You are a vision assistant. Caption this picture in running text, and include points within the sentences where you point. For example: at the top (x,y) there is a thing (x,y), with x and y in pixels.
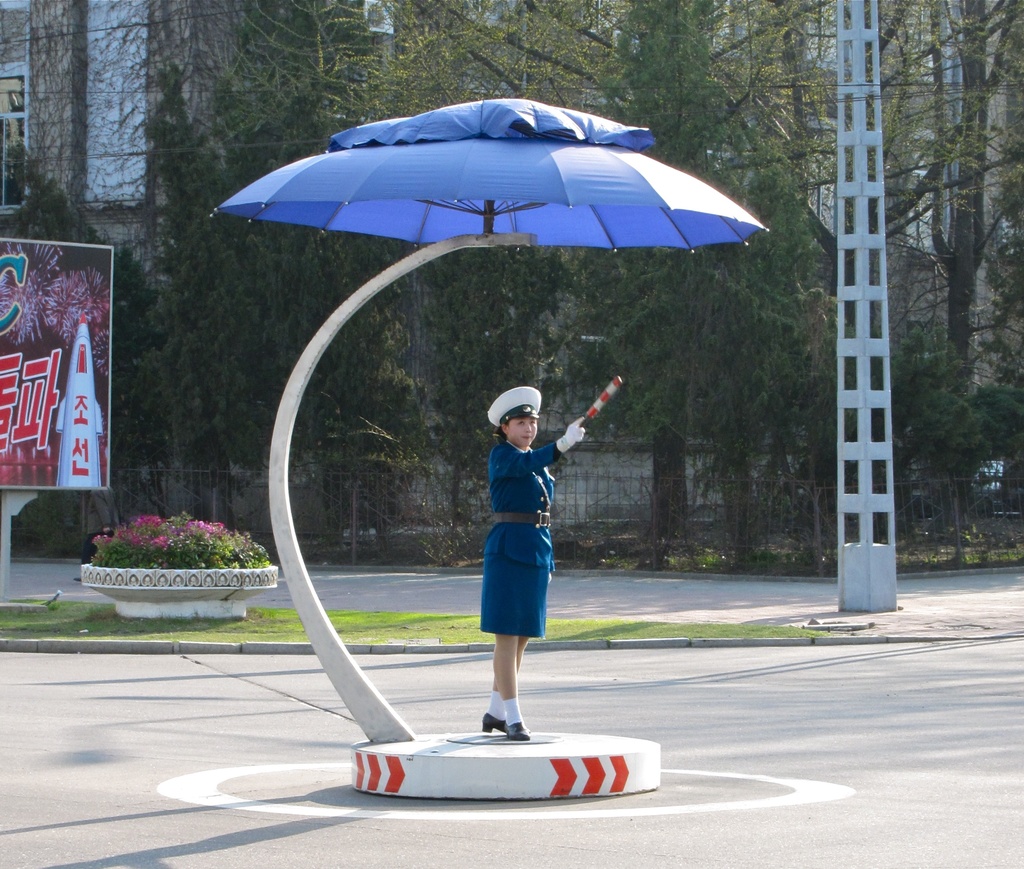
As we can see in the image there is a banner (70,404), plants (182,529), grass (264,608), a woman (513,528) standing over here, current pole (842,553), trees (354,69) and there is a building (88,146).
